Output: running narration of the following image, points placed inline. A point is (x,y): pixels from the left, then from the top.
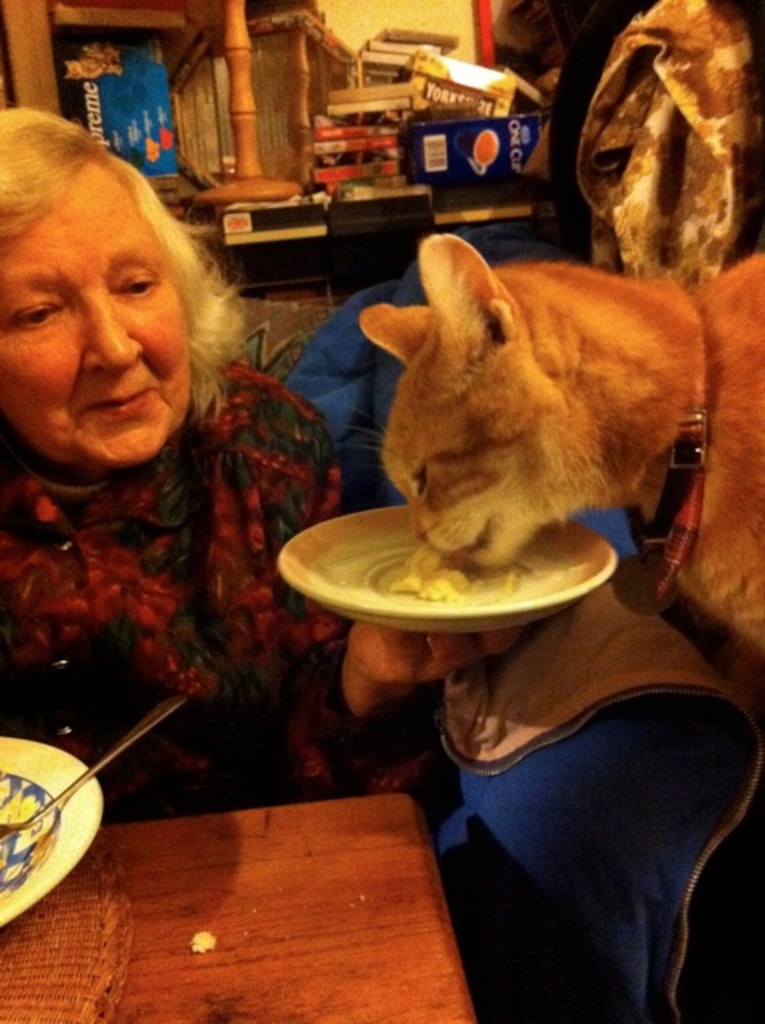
In the given image we can see a woman (151,434) feeding a cat (409,381). This is a plate (330,539), spoon (156,714) and a table (253,896).
